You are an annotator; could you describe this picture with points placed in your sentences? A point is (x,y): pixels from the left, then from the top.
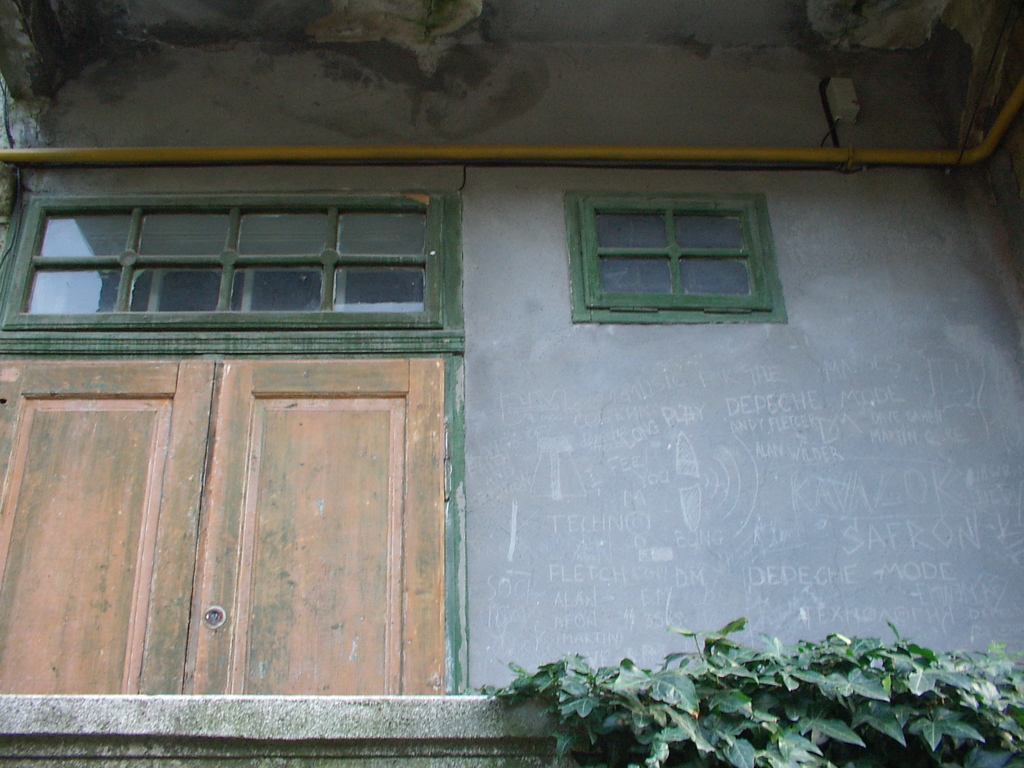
In this image we can see plants (800,729), wall (523,626), door (413,589), pipe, window (749,249), and an object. Here we can see something is written on the wall (727,490).
